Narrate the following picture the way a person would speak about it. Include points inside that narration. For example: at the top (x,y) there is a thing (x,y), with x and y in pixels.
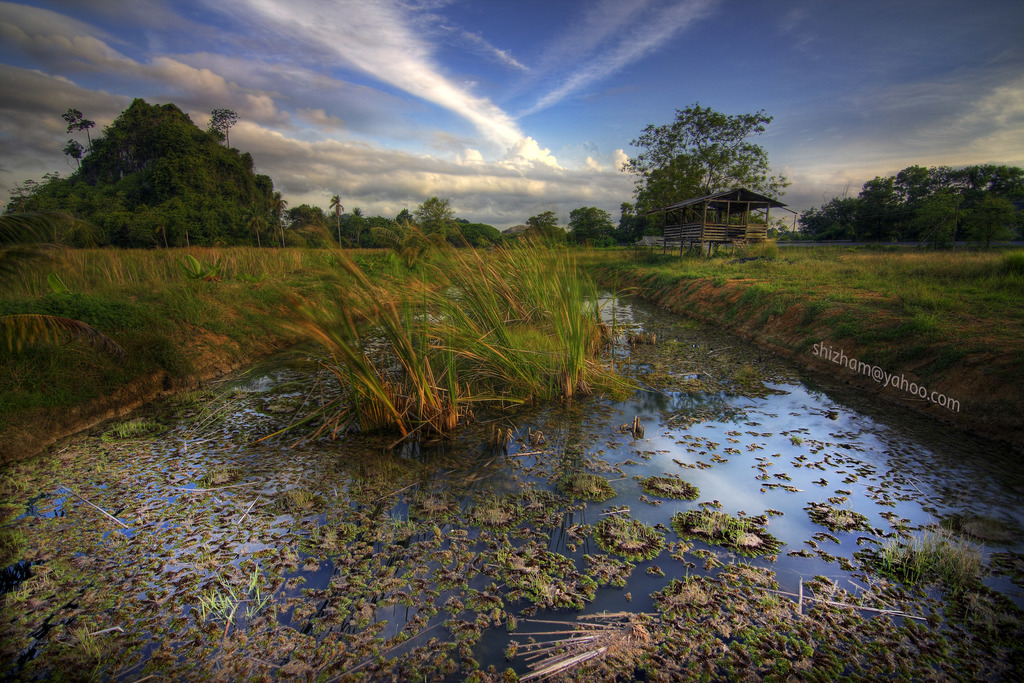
In this picture we can see few plants (510,340) in the water (648,441), in the background (400,238) we can find few trees (661,162), clouds (543,202) and a shed (711,210).
